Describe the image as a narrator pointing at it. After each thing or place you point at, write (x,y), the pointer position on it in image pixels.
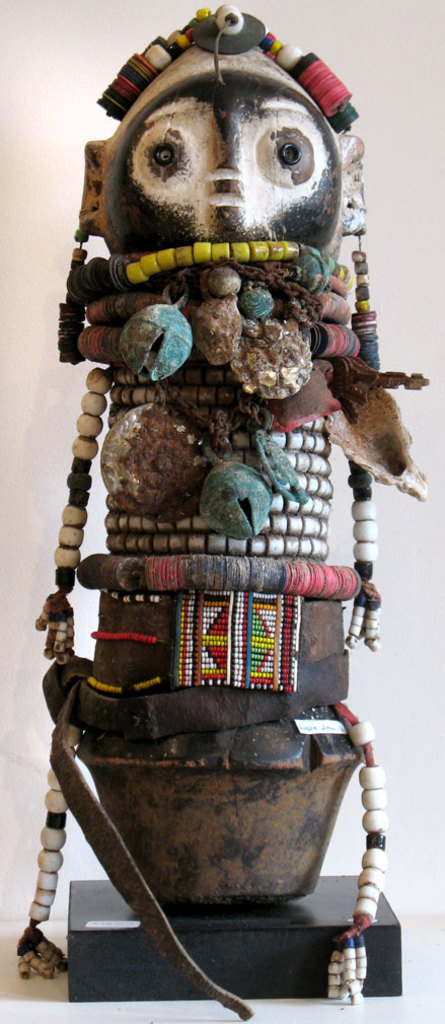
In this image we can see statue (128,693).
